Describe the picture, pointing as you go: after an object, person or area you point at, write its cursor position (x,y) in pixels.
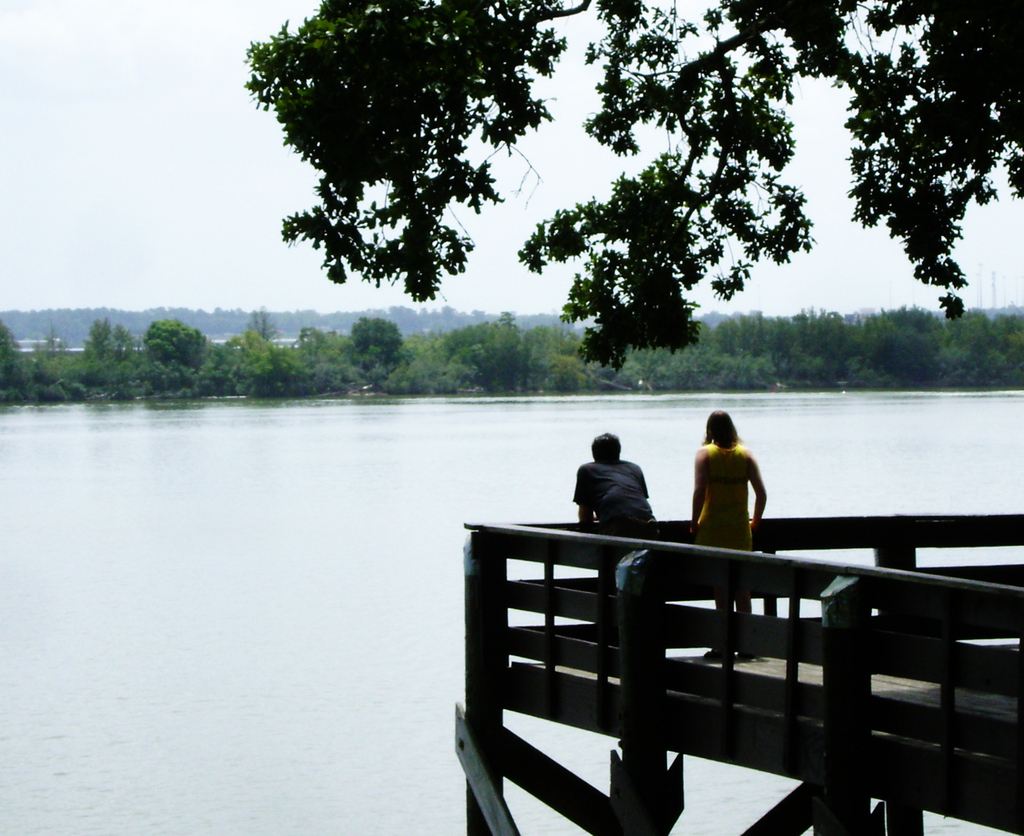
In this image there are two people (637,475) standing on the bridge (980,716) having a fence (532,590). There is a lake (525,453). Background (41,330) there are trees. Right top there are branches (604,142) having leaves (931,129). Top of the image (541,195) there is sky (65,236).
